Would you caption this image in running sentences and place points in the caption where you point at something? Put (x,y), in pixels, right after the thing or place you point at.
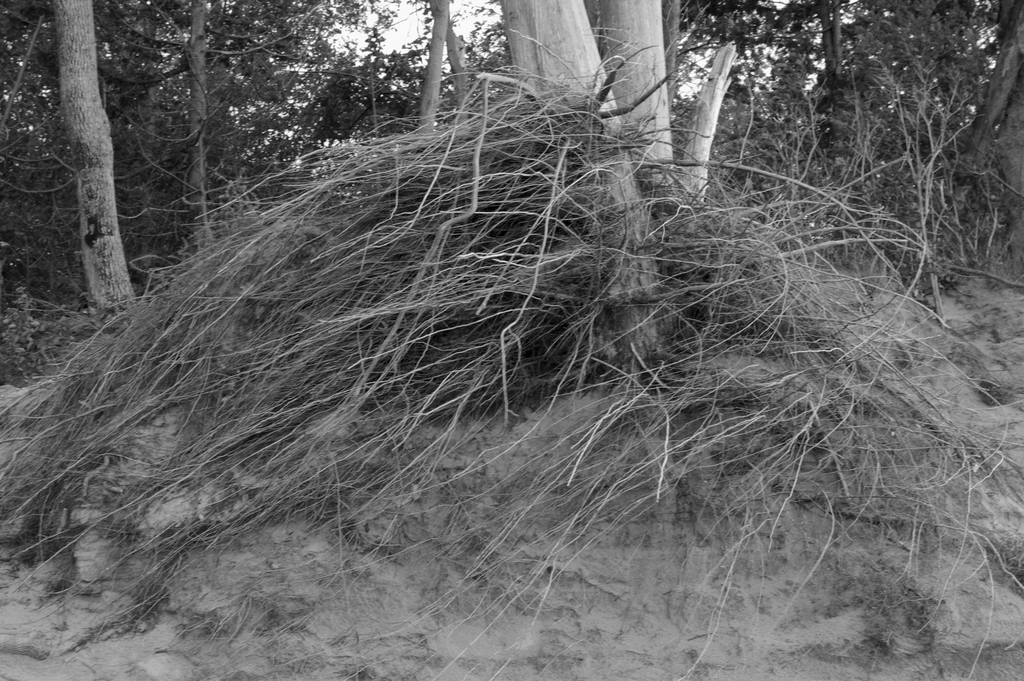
This is a black and white picture. In this picture we can see trees (970,69), sky (385,42) and branches (789,408).
